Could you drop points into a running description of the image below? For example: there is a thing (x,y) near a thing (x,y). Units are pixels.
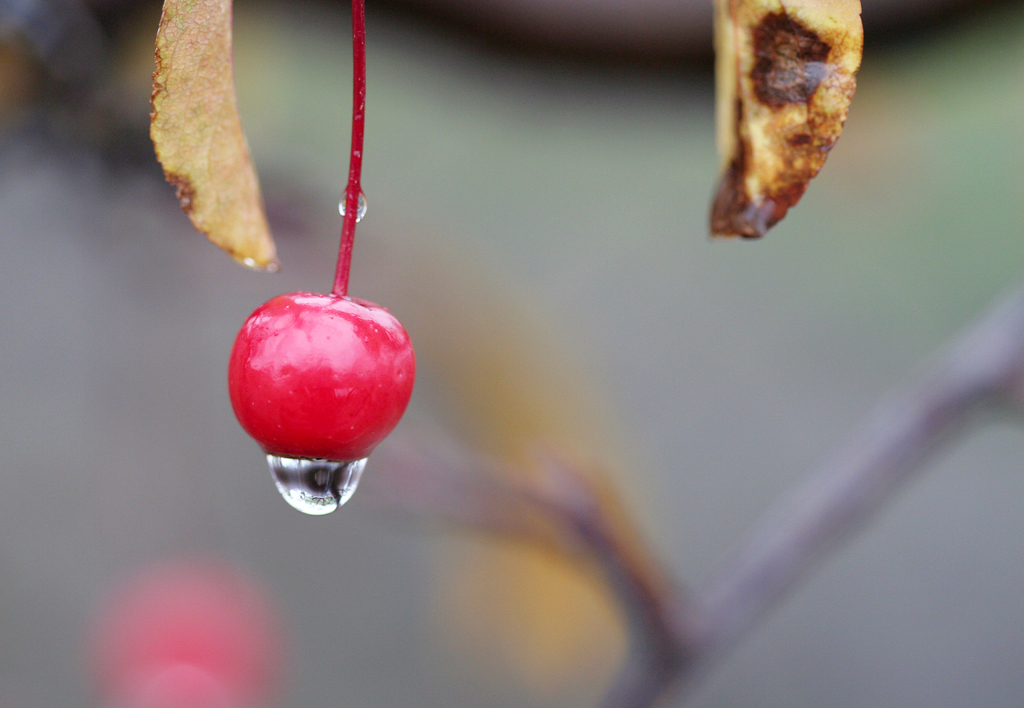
In the image it seems like there is a cherry (292,367) and under the cherry (308,453) there is a water droplet (325,462), the background of the cherry (333,360) is blur.
